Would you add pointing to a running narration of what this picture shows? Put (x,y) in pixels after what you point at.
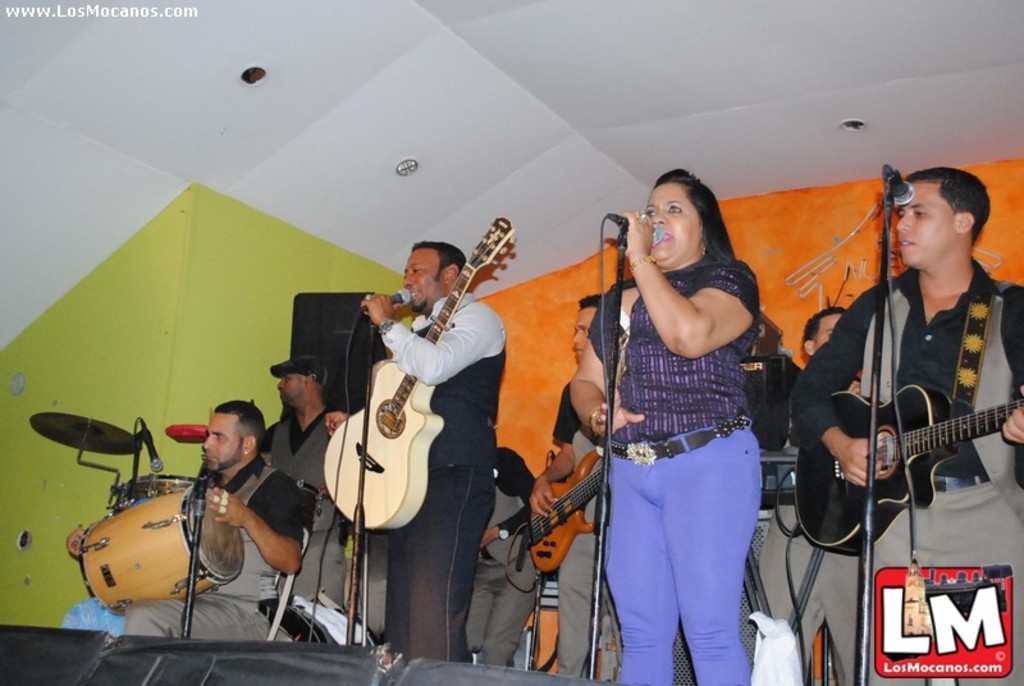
In the middle of the image (653,283) few people (377,299) are playing some musical instruments (940,438) and singing and there are few microphones (621,273). Behind them there is a wall (37,387). At the top of the image (283,216) there is a roof (569,146).
